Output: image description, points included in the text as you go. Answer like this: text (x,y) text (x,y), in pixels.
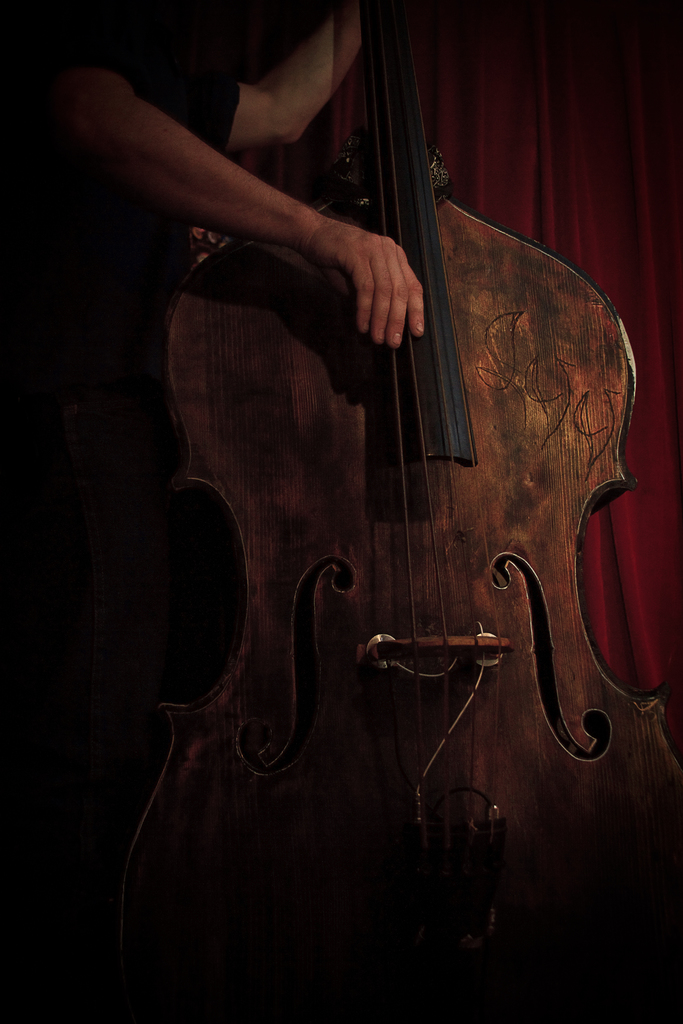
In this picture a person (98,183) is holding a double bass (230,433), and in the background (554,81) there is a curtain (593,197).
